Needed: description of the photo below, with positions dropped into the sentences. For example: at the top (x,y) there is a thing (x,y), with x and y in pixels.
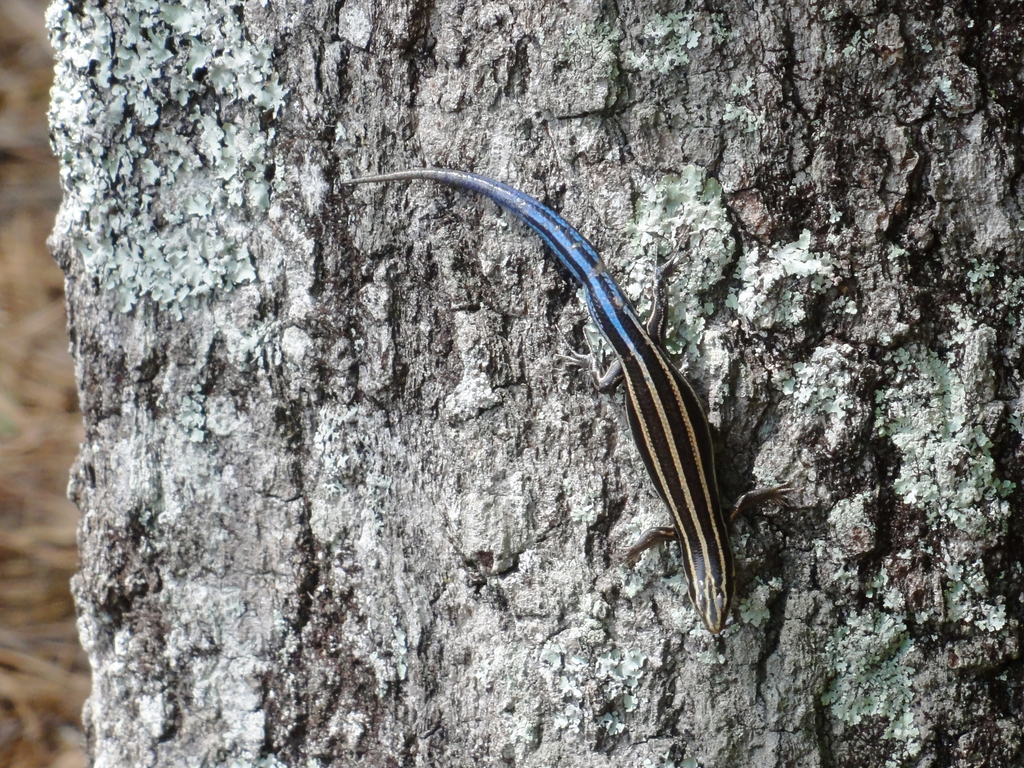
In this image I can see reptile (692,497) which is in black and blue color. It is on the branch (727,161).
